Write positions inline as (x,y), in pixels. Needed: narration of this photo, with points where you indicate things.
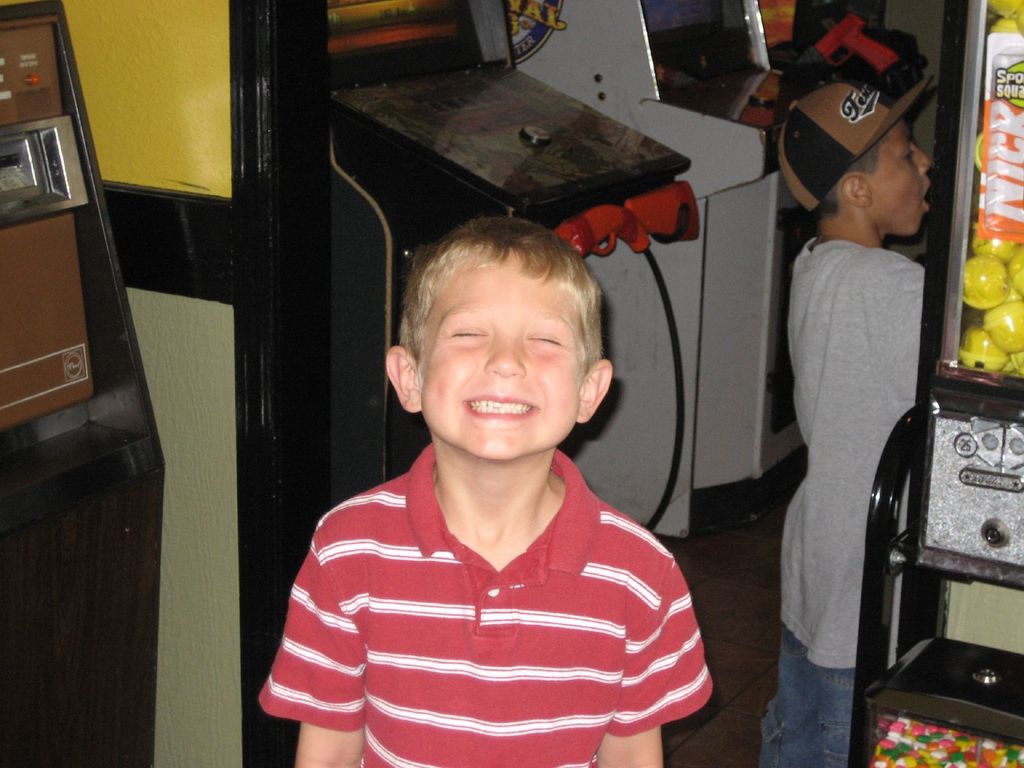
In the image there is a boy (498,486) standing in the foreground (557,354), behind him there are some machines (392,186) and on the right side (828,273) there is a boy (829,359) standing beside a machine (936,314).
